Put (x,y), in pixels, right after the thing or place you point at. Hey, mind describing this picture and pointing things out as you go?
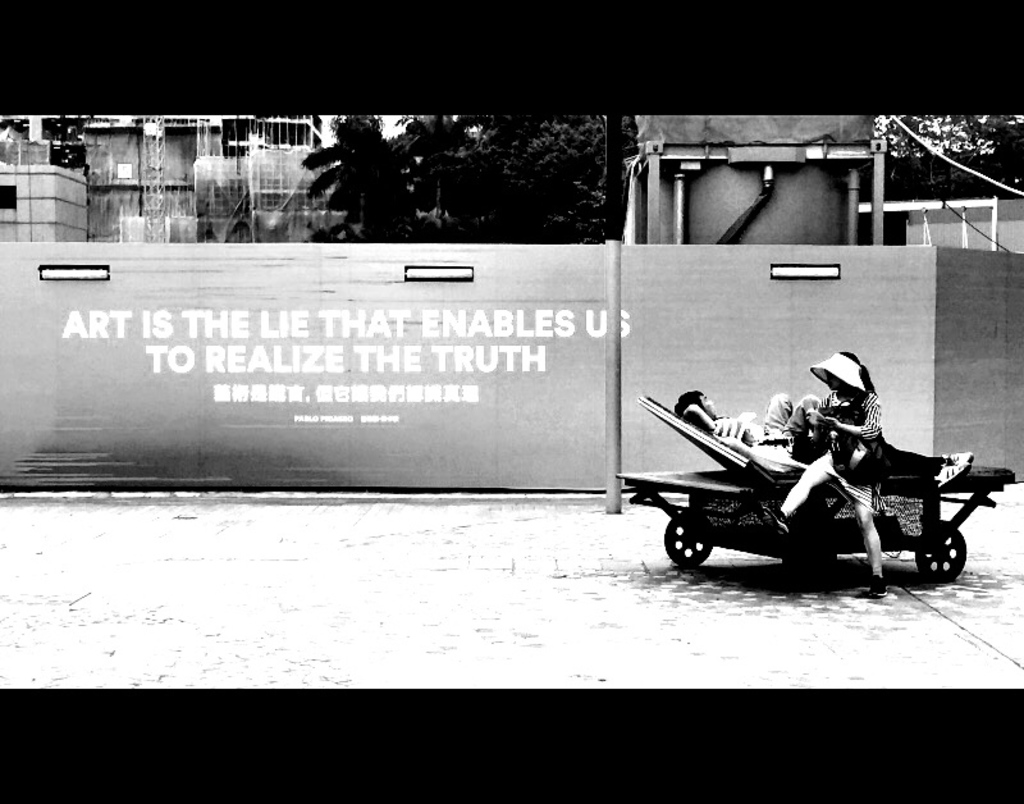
In this image I can see two persons (822,426) are sitting on a trolley (817,526). In the background (951,391) I can see a fence (632,398), trees (515,184), metal rods (251,180) and buildings (242,200). This image looks like a photo frame.
